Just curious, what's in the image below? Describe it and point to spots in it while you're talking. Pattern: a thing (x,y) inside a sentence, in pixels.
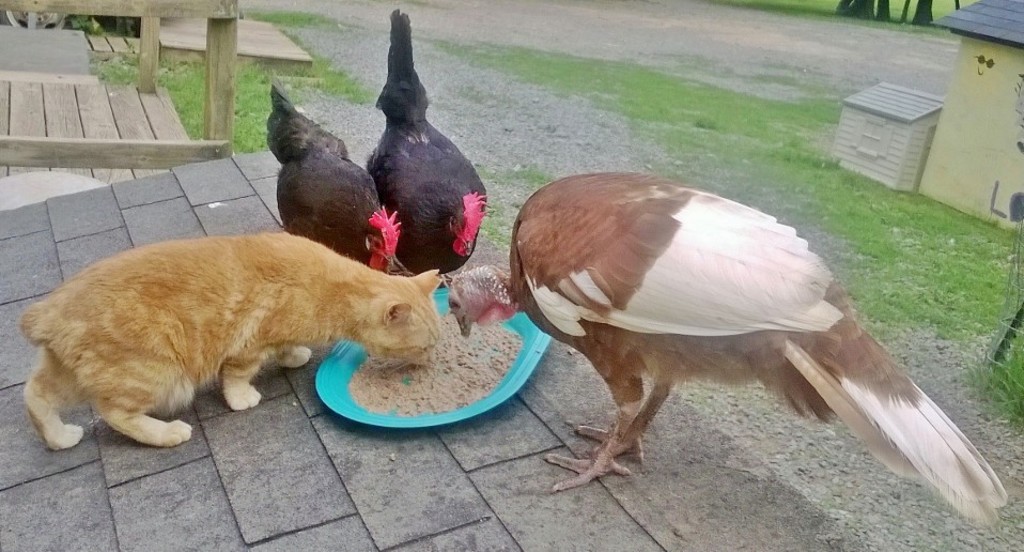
In this image there is a cat (318,307), two hens (453,221) and a bird (538,311) eating food (444,356) from a plate (444,360), behind them there is grass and wooden stairs (180,131).
